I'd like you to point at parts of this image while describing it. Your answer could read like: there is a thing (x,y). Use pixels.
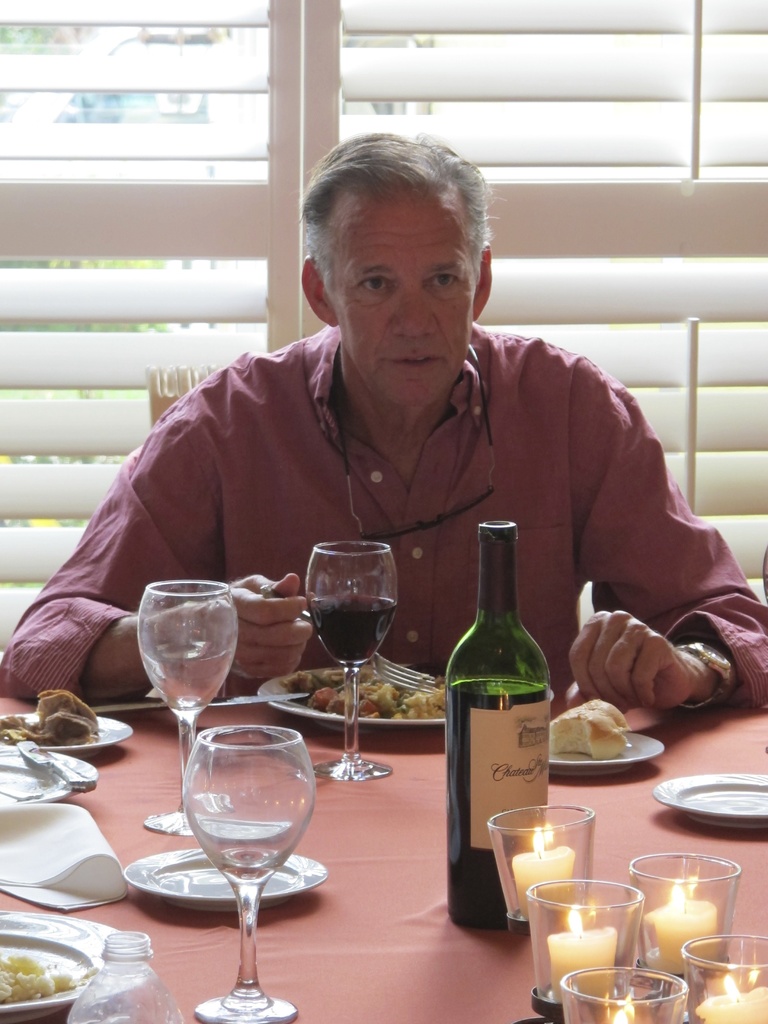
This man (95,618) is sitting on a chair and holding fork (378,655). On this table (134,773) there is a bottle (536,768), glasses (293,786), plates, candles (651,914) and food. This is window (114,204).
